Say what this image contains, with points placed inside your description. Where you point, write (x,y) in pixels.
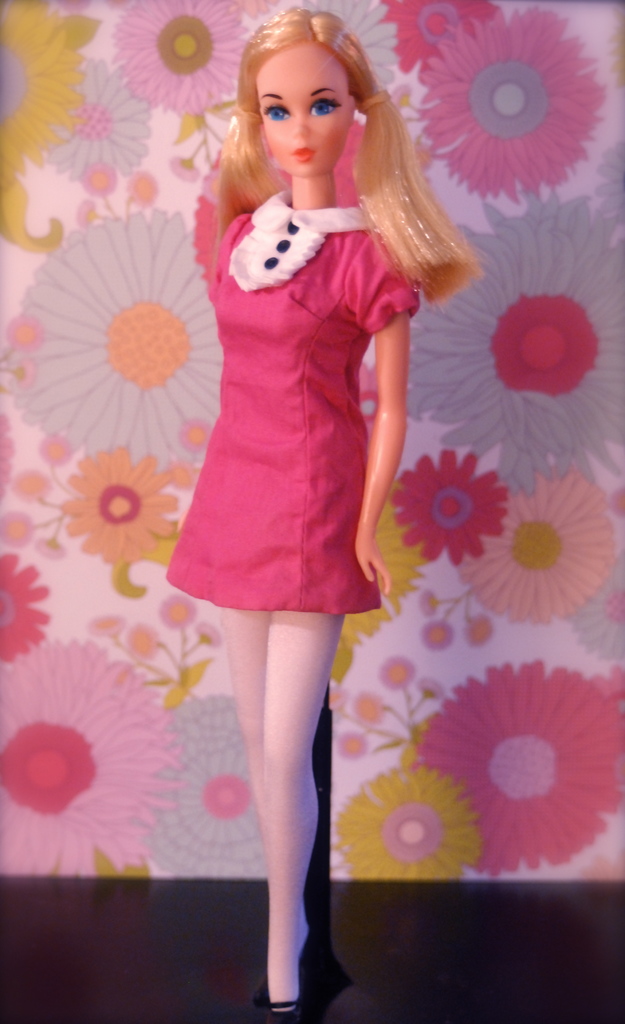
In this image we can see there is a toy (274,263) wearing red dress (277,524) is standing. In the background (66,551) there is a wall (79,657).
